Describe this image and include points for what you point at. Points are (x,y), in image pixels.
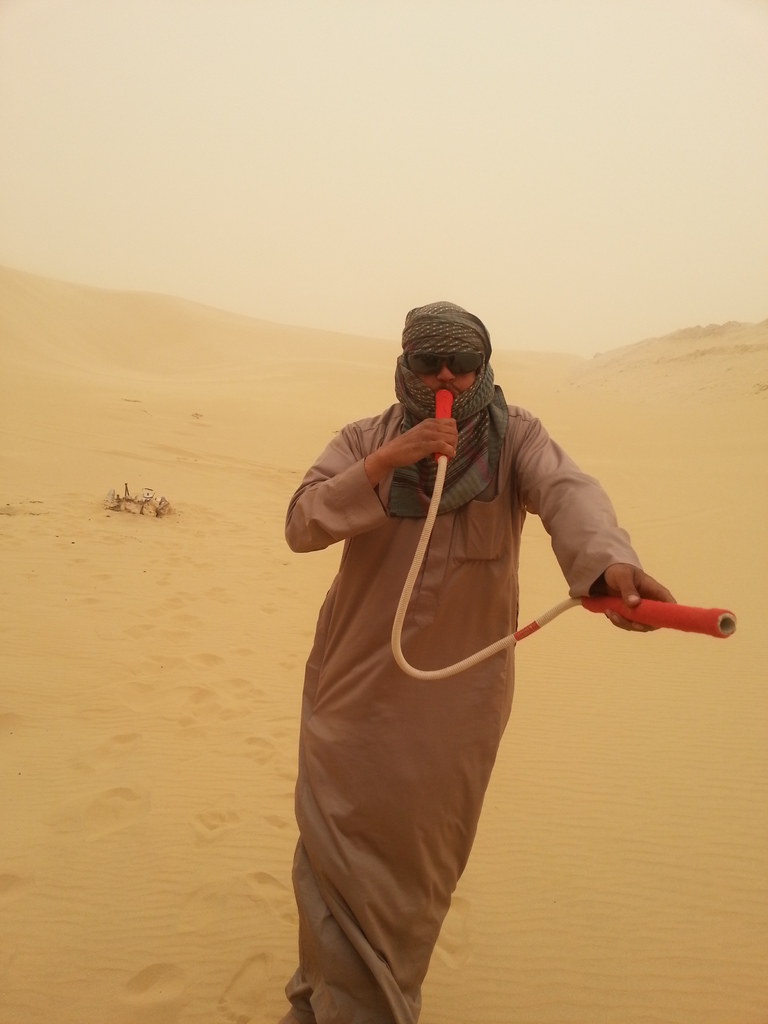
In the center of the image (377,601) we can see a person (488,757) is standing and he is holding some object (422,542). And we can see he is in a different costume (377,576). In the background (313,213), we can see the sky (431,245), sand (264,686) and some object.
